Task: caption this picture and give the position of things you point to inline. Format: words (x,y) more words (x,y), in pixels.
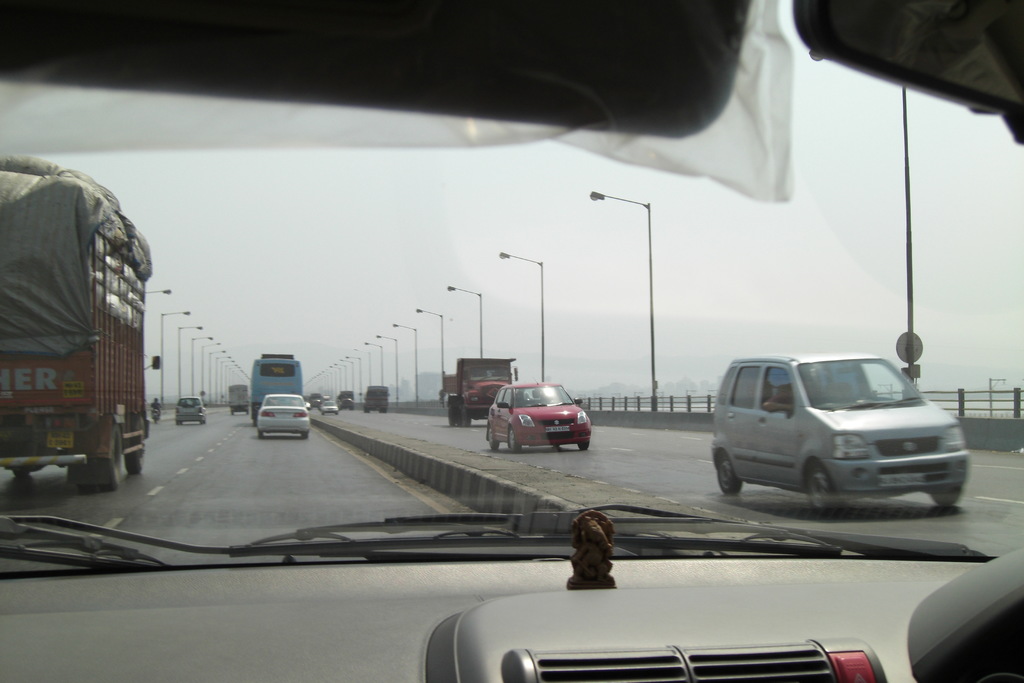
In this image we can see group of vehicles (323,409) moving on the road (630,433). In the foreground (661,558) we can see a statue (590,581) inside a car (807,583). In the background (893,260), we can see a group of poles (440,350) and sky (562,249).
